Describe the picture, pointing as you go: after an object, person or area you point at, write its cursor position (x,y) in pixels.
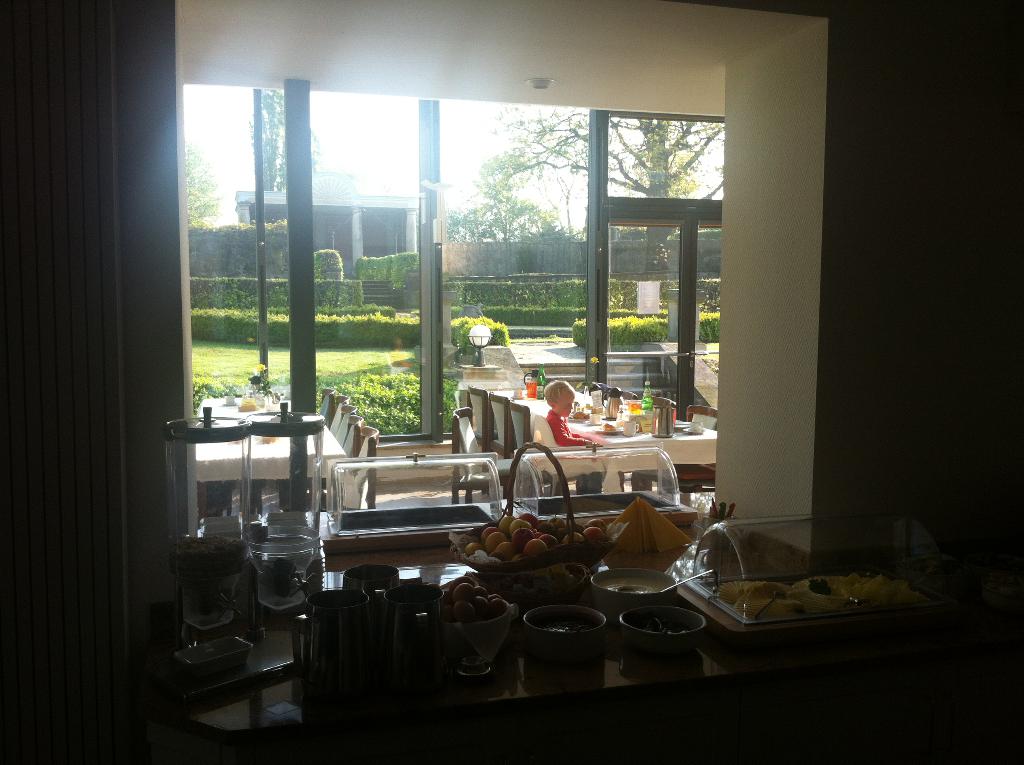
In this image we can see the fruits basket (588,542) and also food items (485,613) in the bowls (648,596). We can also see some objects (700,605) and glasses (368,612) on the wooden table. In the background (559,441) we can see a boy (556,424) sitting on the chair (546,441) in front of the dining table (606,418) and on the table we can see the plates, jars (660,415) and some other objects (647,408). We can also see the empty chairs (353,413) and also the glass window (704,213) and through the glass window (359,240) we can see the shrubs (408,322), path (562,351), grass (414,355), house (377,221) and also tree (579,137) and fence (500,259). We can also see the sky (394,137).
